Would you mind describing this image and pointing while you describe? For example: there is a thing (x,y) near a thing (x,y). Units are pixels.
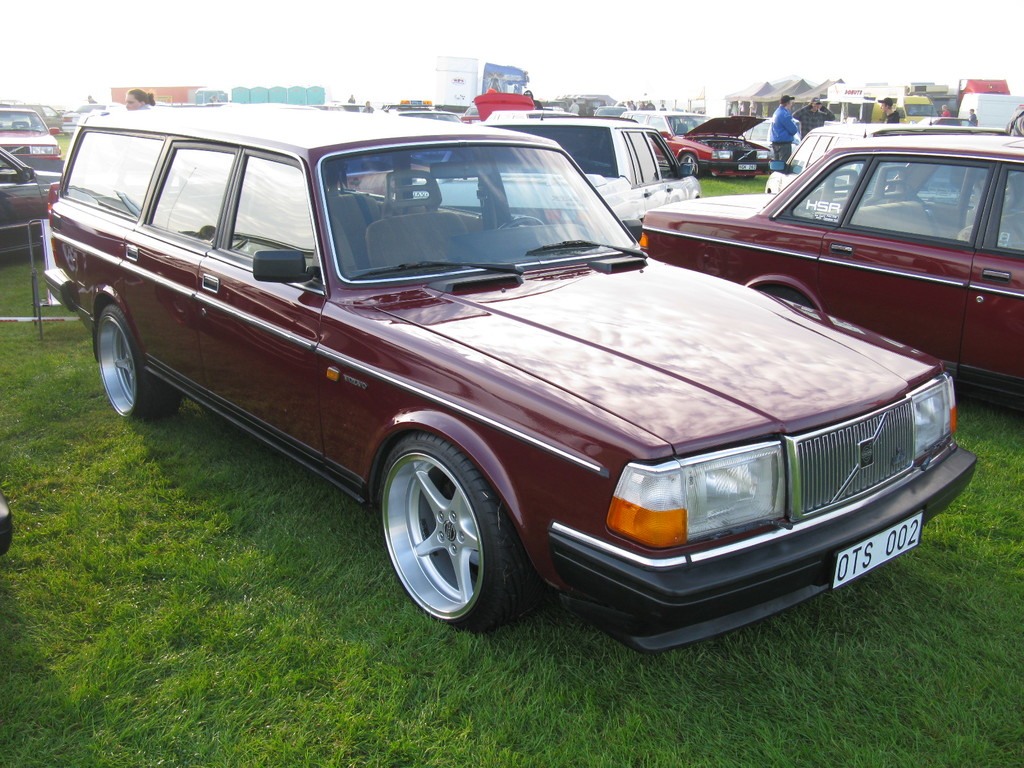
In the image there are many cars (596,226). And on the ground (239,657) there is grass (121,583). In the background (782,136) there are few people (796,130) standing and also there are tents (764,88) and posters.
